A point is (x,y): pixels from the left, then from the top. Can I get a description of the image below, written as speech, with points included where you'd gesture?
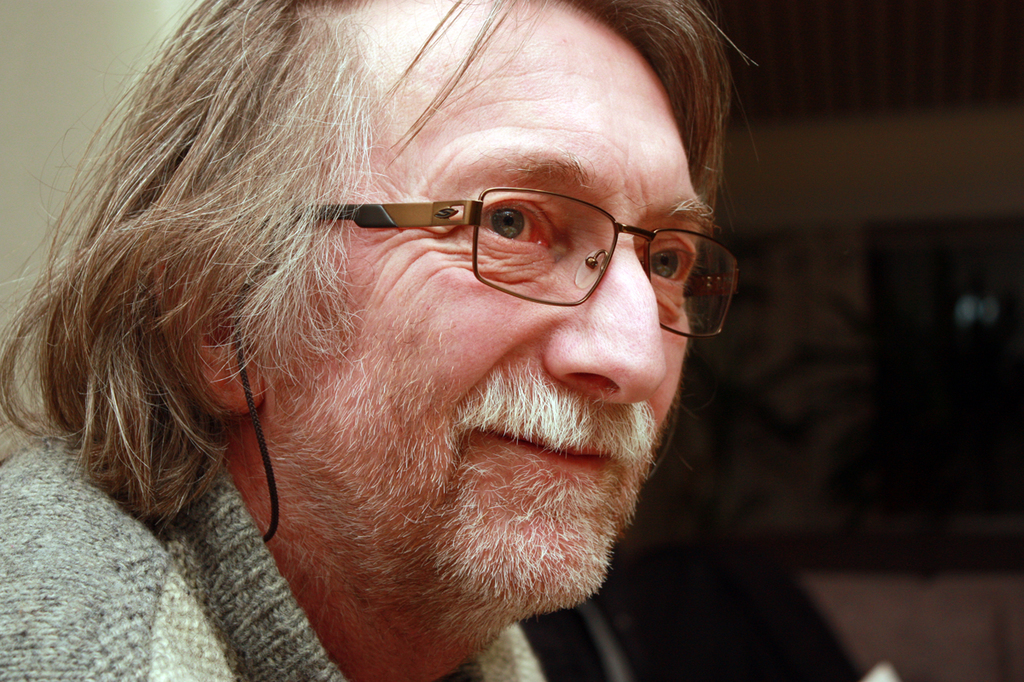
In this image we can see one man (230,356) with spectacles (441,210) near to the wall (61,92), some objects (750,594) near to the wall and the background (766,633) is blurred.
